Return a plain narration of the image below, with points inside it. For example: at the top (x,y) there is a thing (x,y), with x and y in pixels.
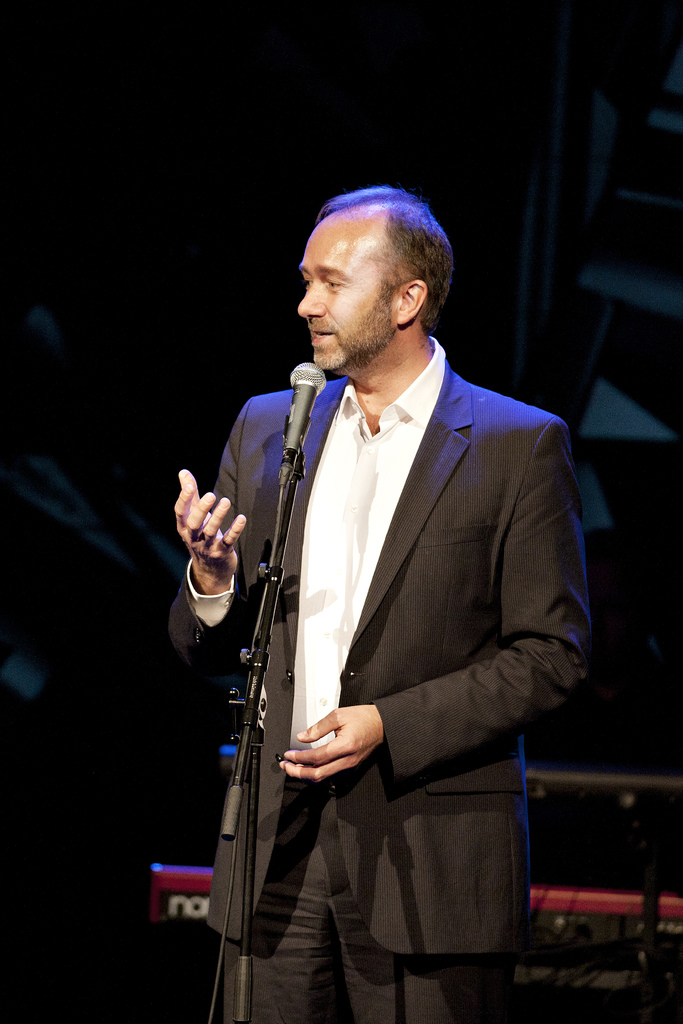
In this image we can see a person (401,652) wearing coat (455,530) is standing on the ground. In the foreground (295,413) we can see a microphone (295,403) placed on a stand (254,768). In the background (614,903), we can see some musical instruments (616,968).
